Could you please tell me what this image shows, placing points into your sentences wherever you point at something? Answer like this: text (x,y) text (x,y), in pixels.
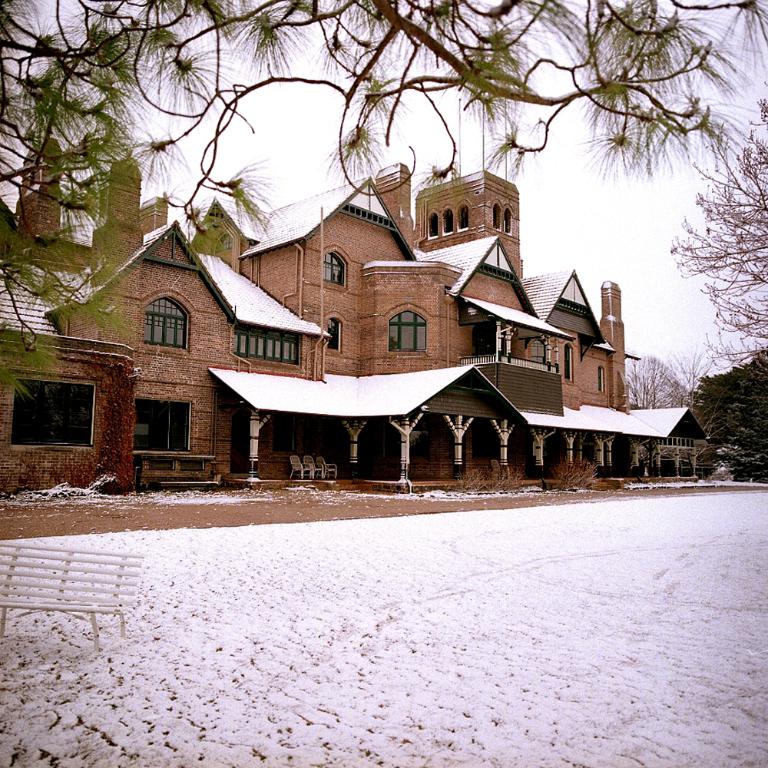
There is a building (209,337) with windows (285,350), pillars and chairs (320,467). On the left (83,588) there is a bench (62,604) and a branch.
